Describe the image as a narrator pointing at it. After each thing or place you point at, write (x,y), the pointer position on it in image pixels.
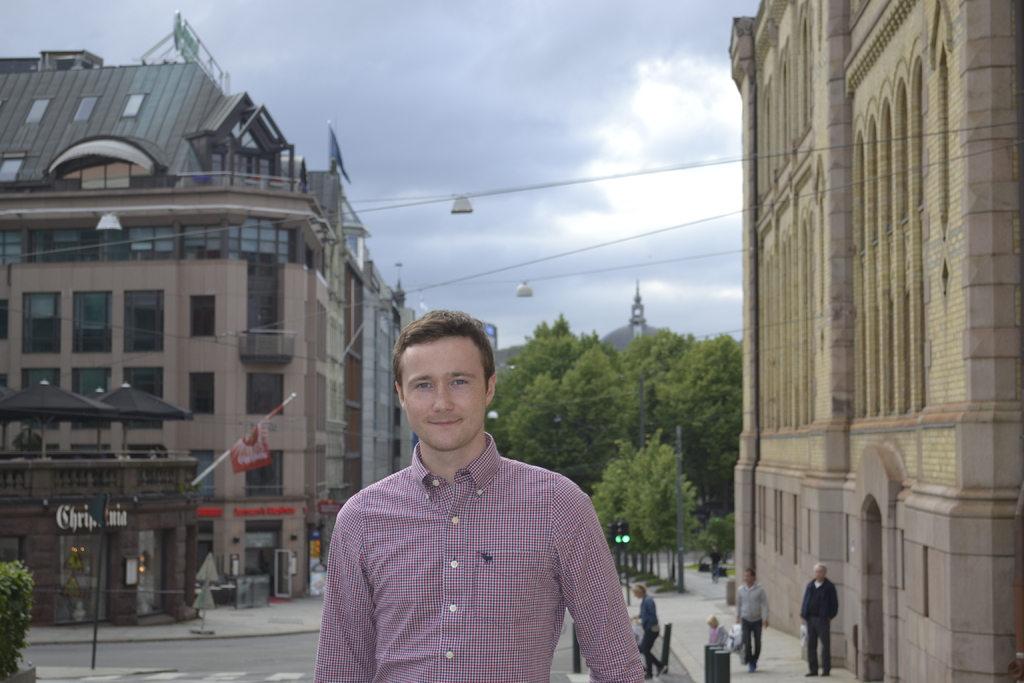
In this picture we can see a man (510,680) smiling and at the back of him we can see the road (210,647), some people (815,641), poles (99,586), flag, trees (597,491), traffic signals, buildings (99,260) with windows (206,328) and some objects (735,647) and in the background (542,50) we can see the sky (476,161).
